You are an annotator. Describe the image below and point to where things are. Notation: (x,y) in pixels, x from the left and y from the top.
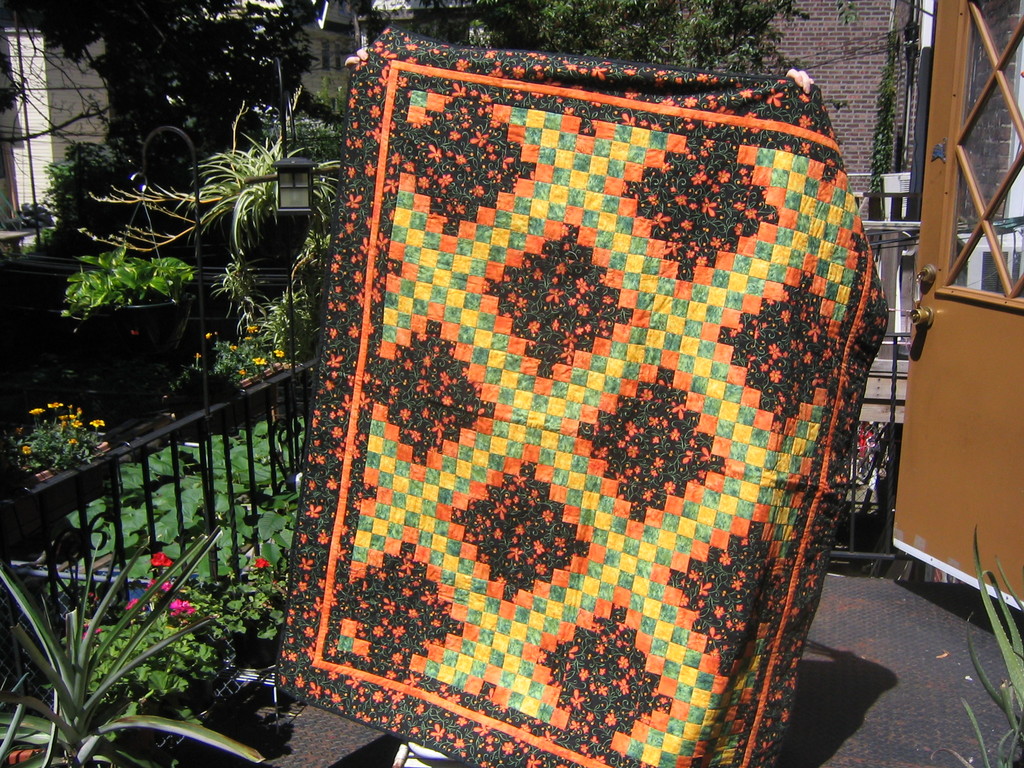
In the image we can see human hands (791,78), holding a quilt (535,162). Here we can see the fence (177,499), door (972,299), flower plants (187,600), and trees (282,29). Here we can see the brick wall (826,40) and the floor (912,666).
